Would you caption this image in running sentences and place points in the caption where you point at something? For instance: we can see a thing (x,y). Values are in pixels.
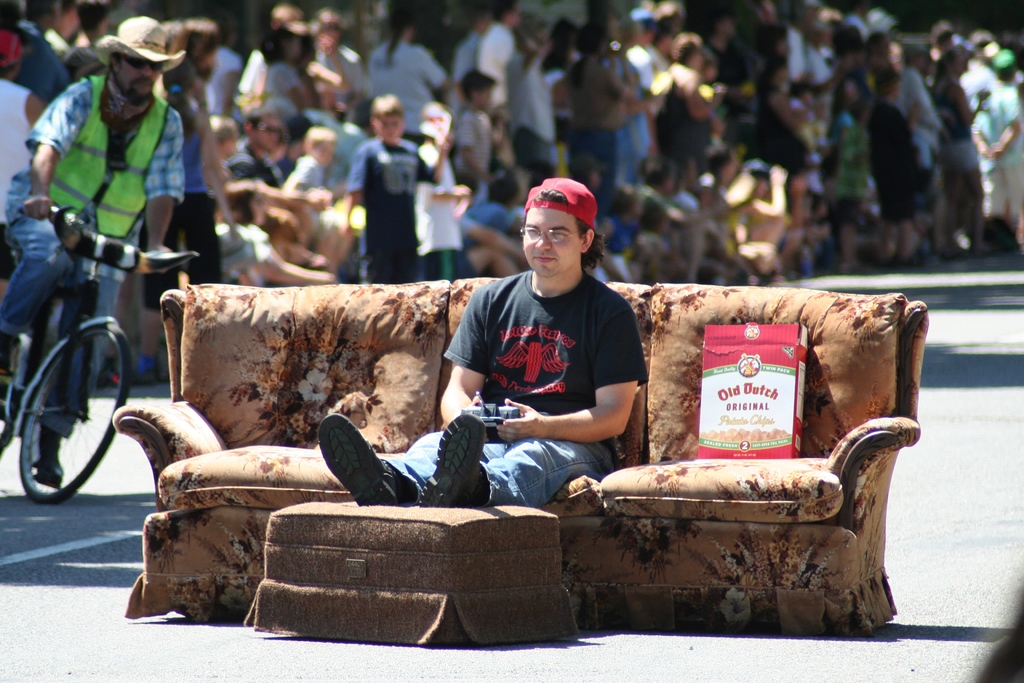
In this picture we can see a person (547,458) sitting on the couch (639,612) and holding a remote (501,408) in his hands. In the background (17,329) we can see a person (68,148) riding a bicycle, there are few more people (400,164) standing on the left side (323,97).
